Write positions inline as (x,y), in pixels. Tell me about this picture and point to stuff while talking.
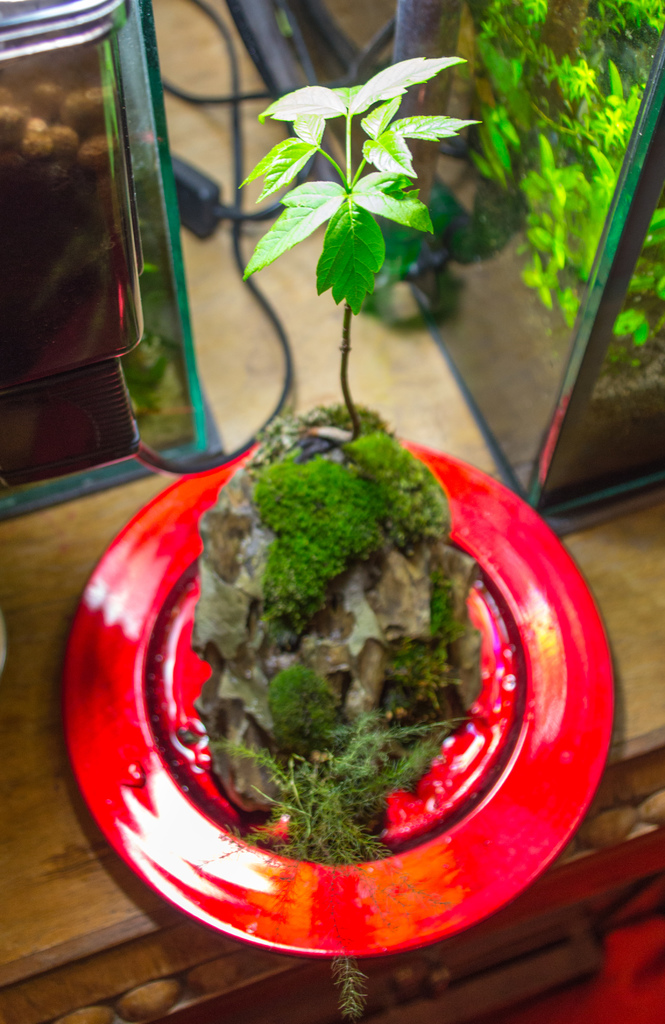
In this picture in the center (303,499) there is a plant (343,389) and there's grass (309,507) on the rock (319,632) which is in the center (304,666) on the red colour object (134,710) and in the background (573,121), on the right side (546,163) there is an aquarium (545,215). In the aquarium (523,220) there are plants (561,192) visible. On the left side (54,209) there are objects (67,324) which are brown in colour and in the center (288,355) there are wires (237,216) and there is an adapter (199,216).
